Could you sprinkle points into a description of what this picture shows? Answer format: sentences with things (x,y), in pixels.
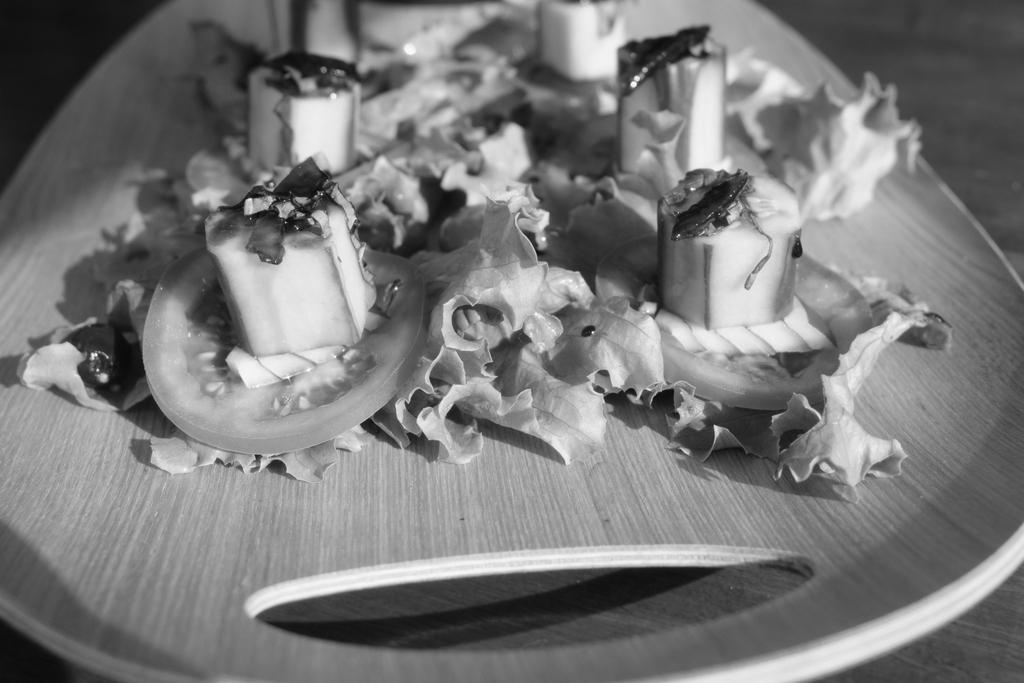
In this image there is food (433,218) on the plate (24,596) which is in the center (555,419).
